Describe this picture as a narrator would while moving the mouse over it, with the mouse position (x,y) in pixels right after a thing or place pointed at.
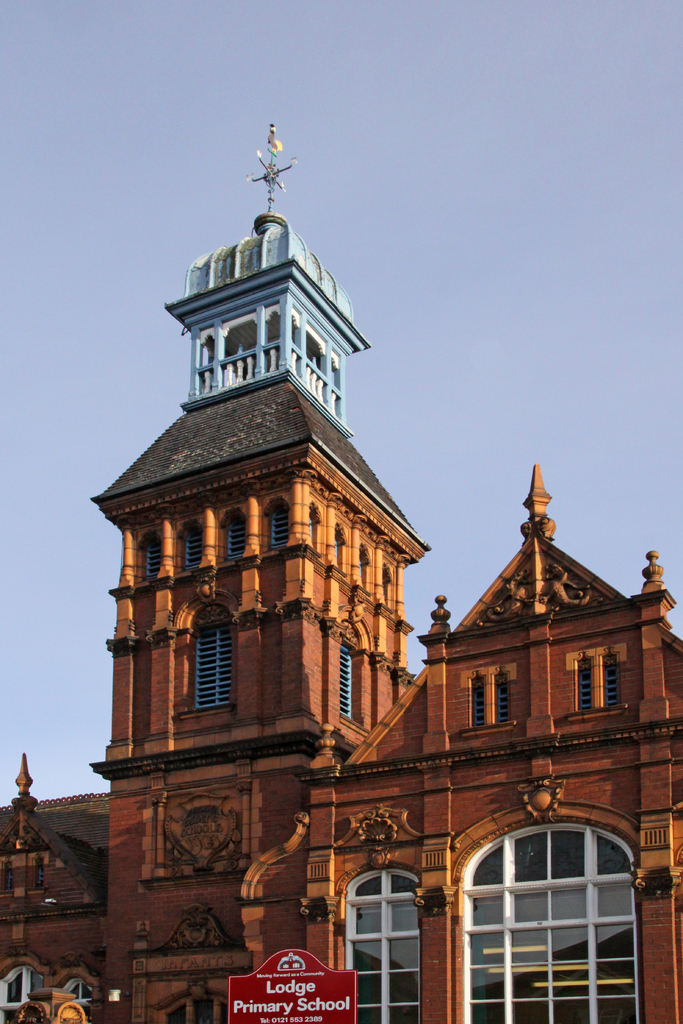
This picture contains a building (316,639) which is in brown color. At the bottom of the picture (320,989), we see a board (291,993) with some text (299,986) written on it. At the top of the picture (381,220), we see the sky (388,347).
